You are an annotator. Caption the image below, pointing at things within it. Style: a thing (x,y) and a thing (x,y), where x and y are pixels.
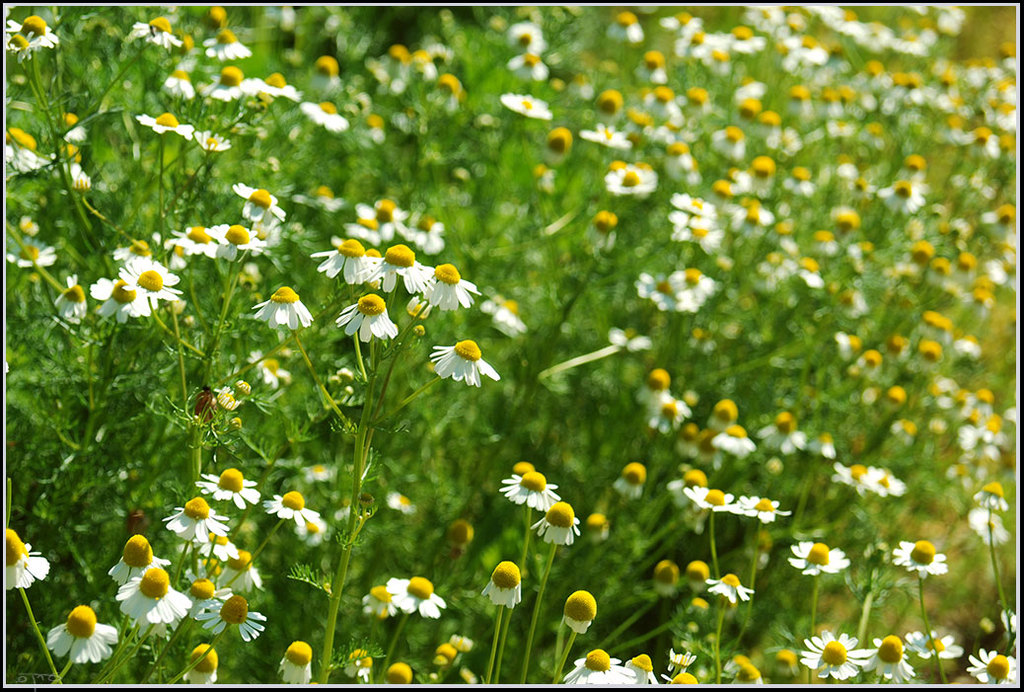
In this image we can see a field (470,281) of flowers (439,234).
